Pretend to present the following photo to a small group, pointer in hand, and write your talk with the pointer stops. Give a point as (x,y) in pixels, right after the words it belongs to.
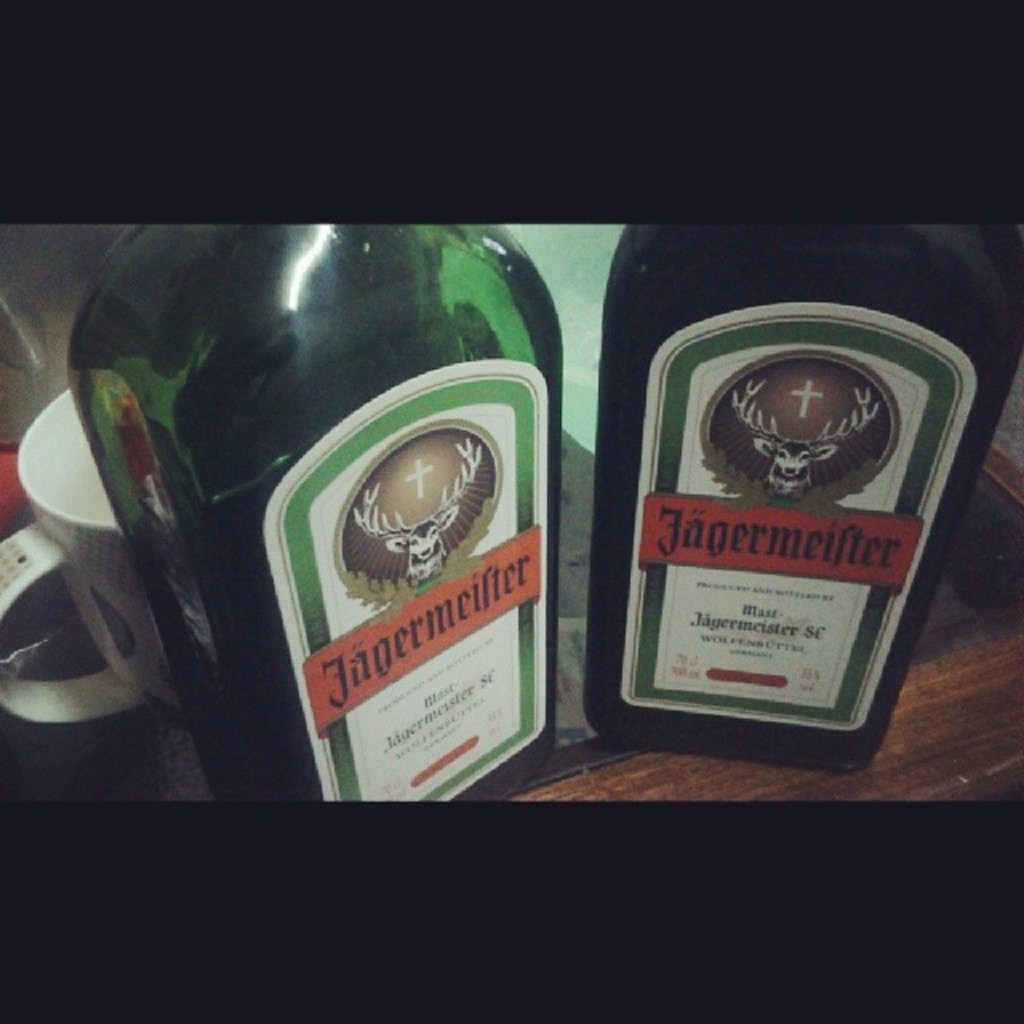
There are two bottles (709,514) and cup (96,601) on the table (912,752).
